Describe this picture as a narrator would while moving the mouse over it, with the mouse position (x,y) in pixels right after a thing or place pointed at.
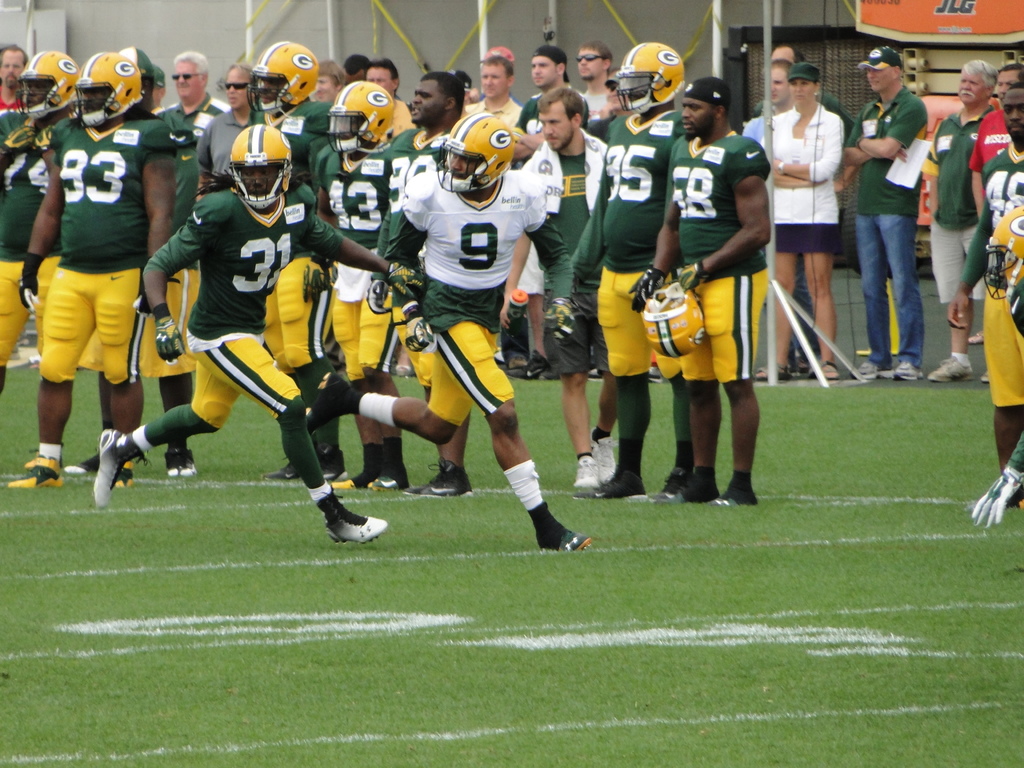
In the center of the image (488,294) we can see a group of people (395,255) are there. In the background of the image (200,33) we can see wall (271,39), rods (482,8), mesh (835,60), machine (925,45) is there. At the bottom of the image (535,580) ground (573,516) is there.
